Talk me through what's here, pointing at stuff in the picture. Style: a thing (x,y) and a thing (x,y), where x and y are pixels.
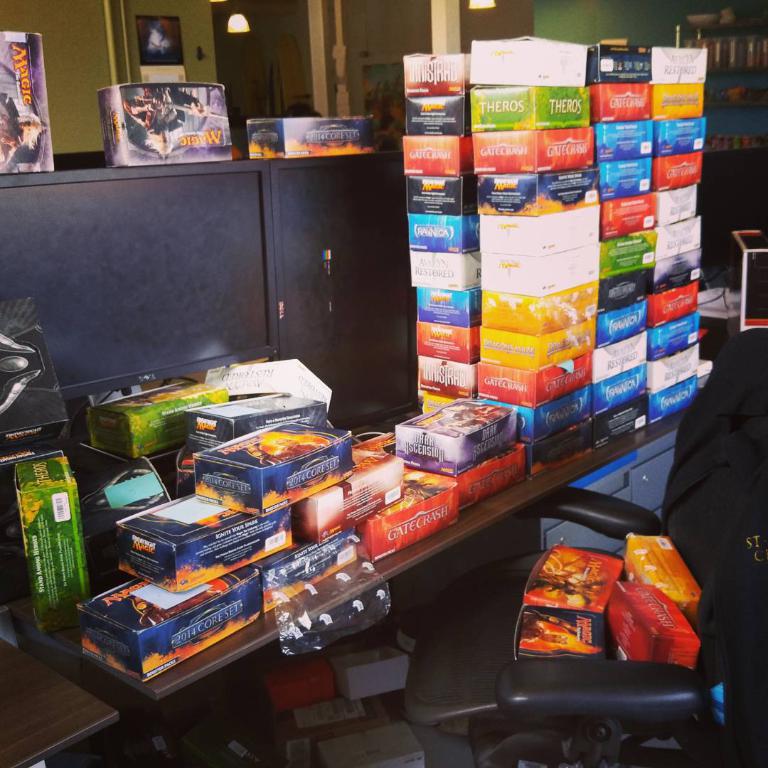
In this image we can see the chair (565,720), lights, wooden drawer (625,479) and we can also see some objects (375,496) placed on the wooden table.
